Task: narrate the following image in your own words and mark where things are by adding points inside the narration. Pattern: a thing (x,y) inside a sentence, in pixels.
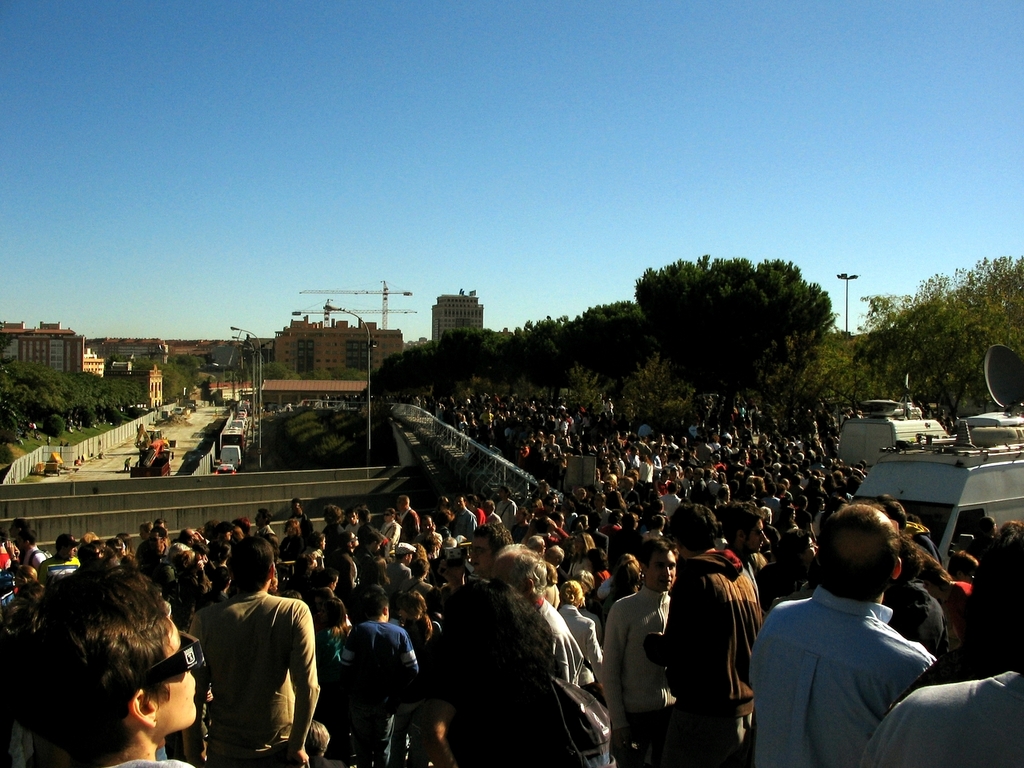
In this picture we can see there are groups of people (589,540) standing and in between the people (756,538) there are vehicles (900,436). Behind the people (479,535) there are trees (416,389), poles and buildings (276,356). Behind the buildings (354,340) there is a sky (444,142).
